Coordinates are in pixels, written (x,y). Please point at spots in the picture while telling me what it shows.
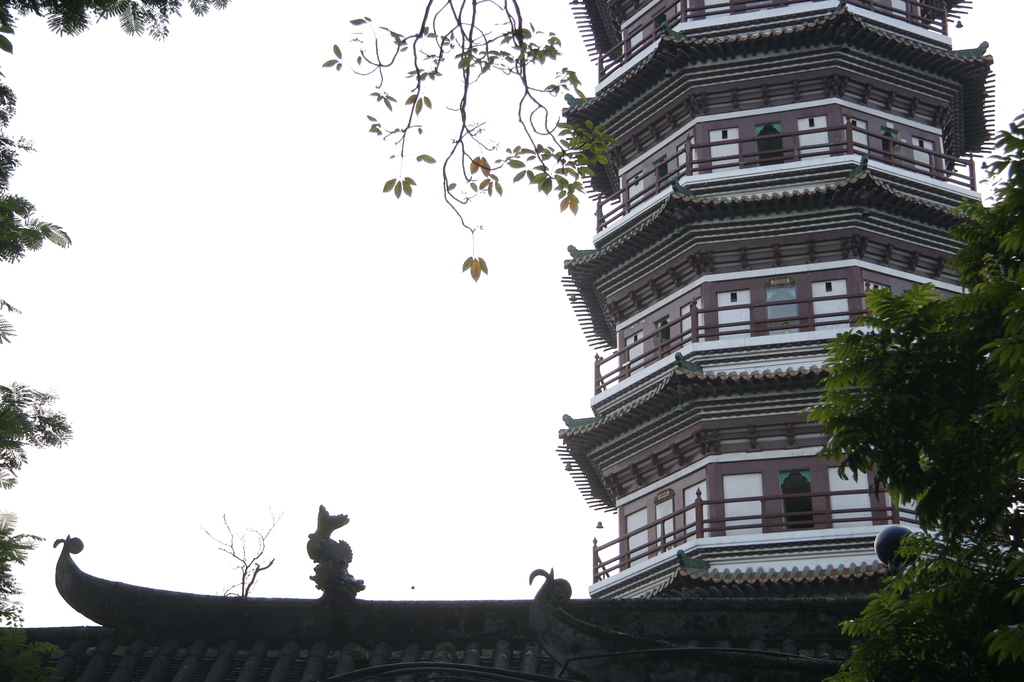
In this picture there is a Pagoda (778,319) and there are trees (982,436) in the right corner (971,537).
